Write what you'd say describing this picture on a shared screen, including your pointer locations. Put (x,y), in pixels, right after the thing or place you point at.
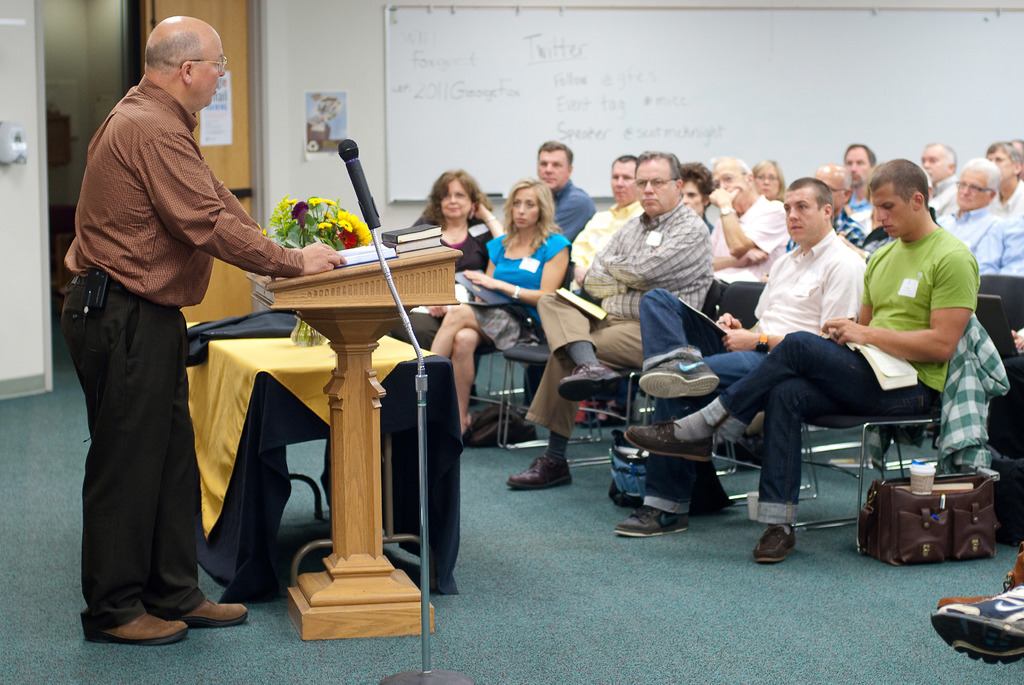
In the picture I can see people (680,424) among them one man (187,402) is standing in front of a podium (366,454) and others are sitting on chairs (825,417). On the podium (326,278) I can see books (396,246). Here I can see a microphone (366,192) and a table (291,464) which is covered with a cloth (249,423) and has flowers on it. In the background (552,103) I can see a board (468,136) attached to the wall (324,179) and some other objects (907,518) on the floor (760,566).
